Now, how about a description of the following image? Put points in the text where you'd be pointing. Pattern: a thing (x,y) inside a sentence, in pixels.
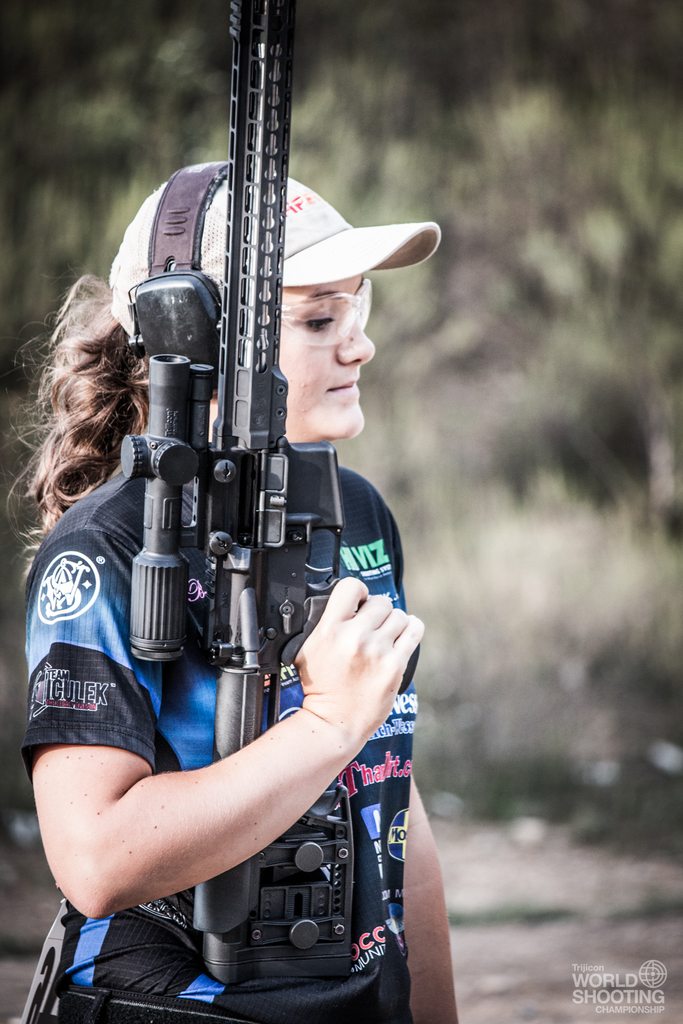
In this image, there is a person (356,394) on the blur background. This person (317,779) is holding a gun (267,569) with her hand (336,685).
